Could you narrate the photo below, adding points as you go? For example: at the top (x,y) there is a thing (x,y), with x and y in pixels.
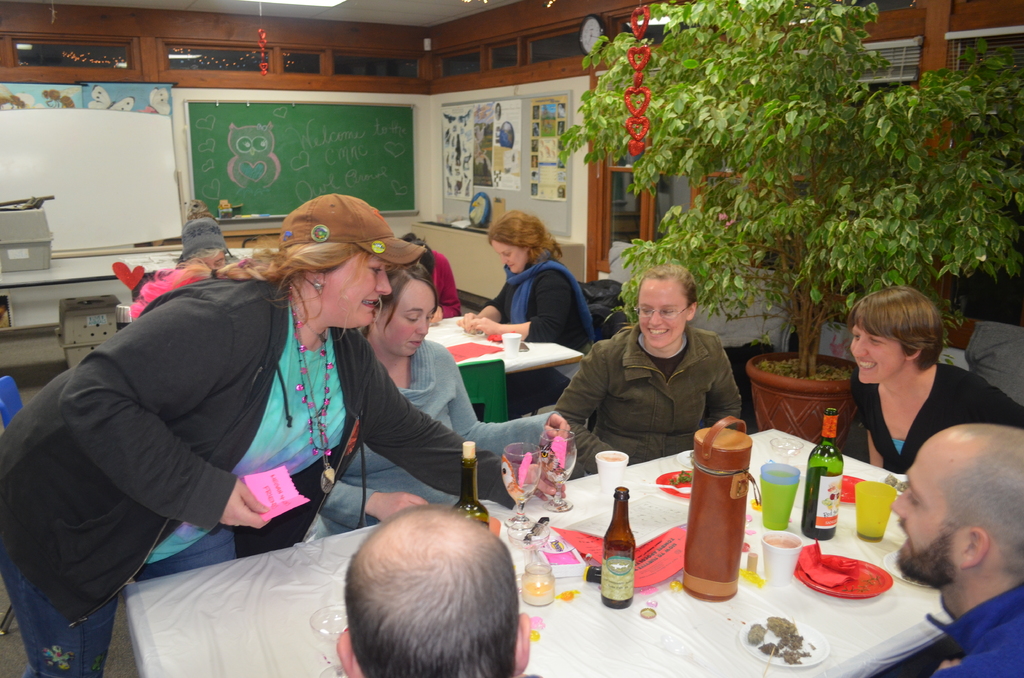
In the image we can see there are many people (387,317) sitting and one is standing. They are wearing clothes (204,399) and some of them are wearing caps (344,195). There are chairs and tables (644,622), on the table (650,638), we can see the bottles (716,581), glasses (779,551), plates (849,595), wine glasses (555,505) and other objects (640,530). Here we can see the tree (793,245), board (285,195), posters (538,169), window (610,201), the clock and the pot (791,393).
